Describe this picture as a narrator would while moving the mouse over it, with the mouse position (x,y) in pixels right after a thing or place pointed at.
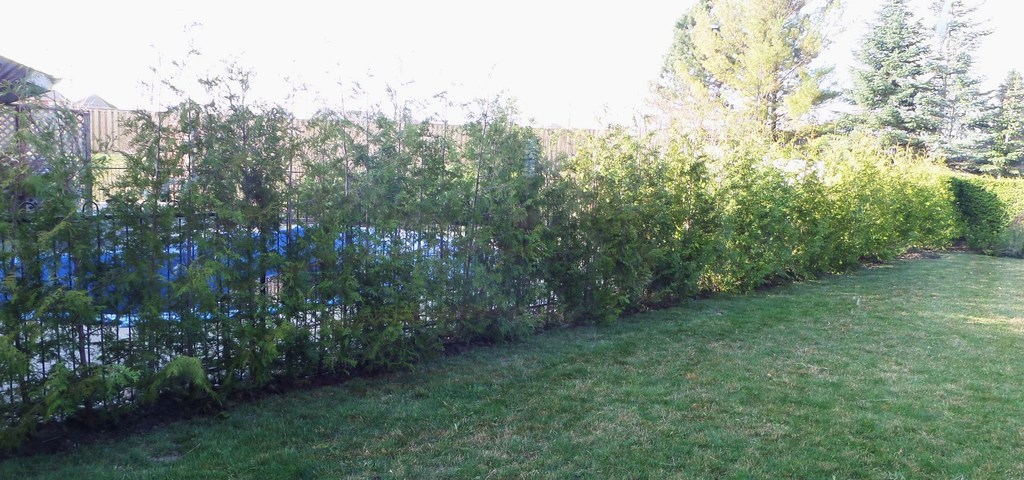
In this image we can see sky (543,54), plants (739,204), ground (912,287), trees (782,50), fence (123,127) and a shed (13,82).
